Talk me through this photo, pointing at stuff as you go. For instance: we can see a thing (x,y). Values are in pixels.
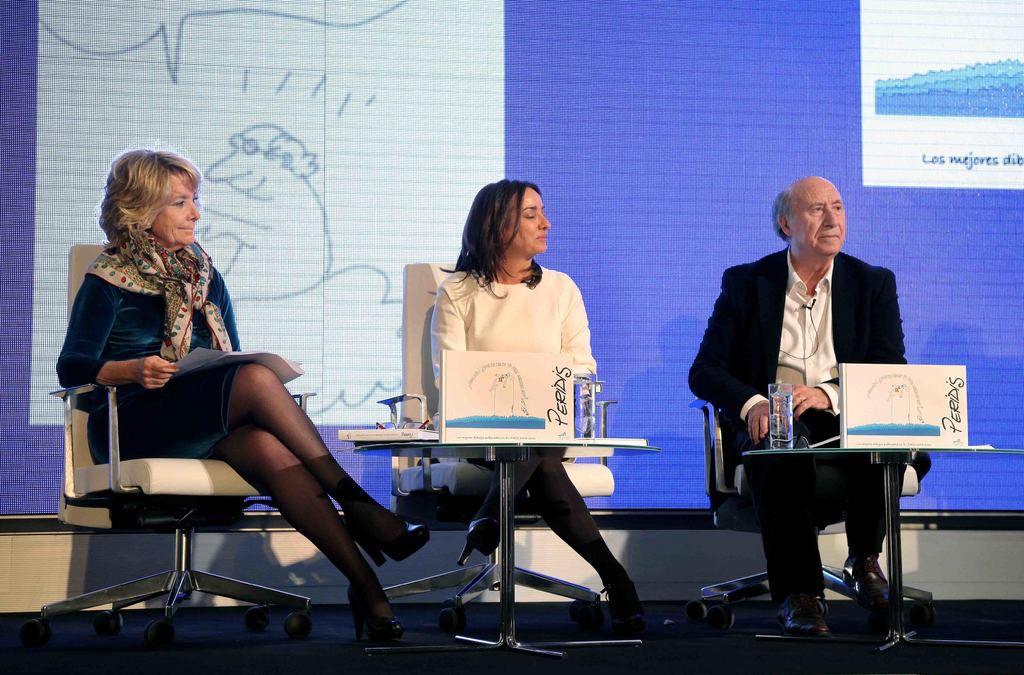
This image consists of a table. On that there is a glass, book (561,398). There are three chairs (80,272), three persons (625,618) are sitting on that chairs (600,483). There is a screen (430,186) behind them. In that 2 are women (96,293), 1 is the man (786,511).
